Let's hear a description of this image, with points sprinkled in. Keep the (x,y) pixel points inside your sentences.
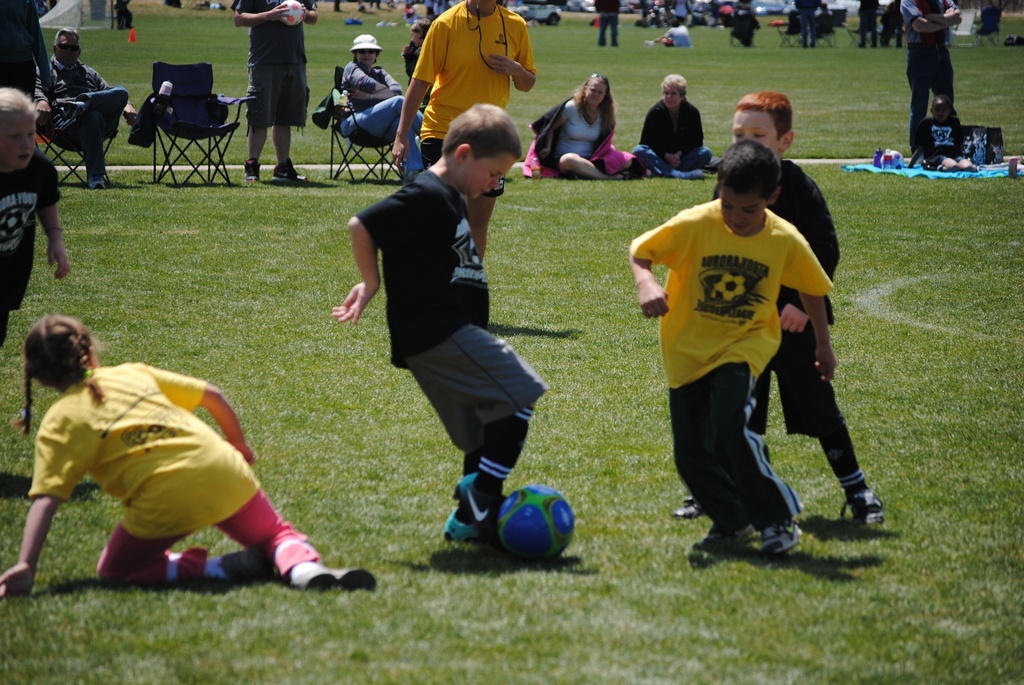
In the picture we can find some boys (466,134) are playing a ball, one boy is kicking the ball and he is wearing a black T-shirt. And in the background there are some people (94,146) sitting on the ground (511,238). There is a grass (62,303) on the ground (204,206).
